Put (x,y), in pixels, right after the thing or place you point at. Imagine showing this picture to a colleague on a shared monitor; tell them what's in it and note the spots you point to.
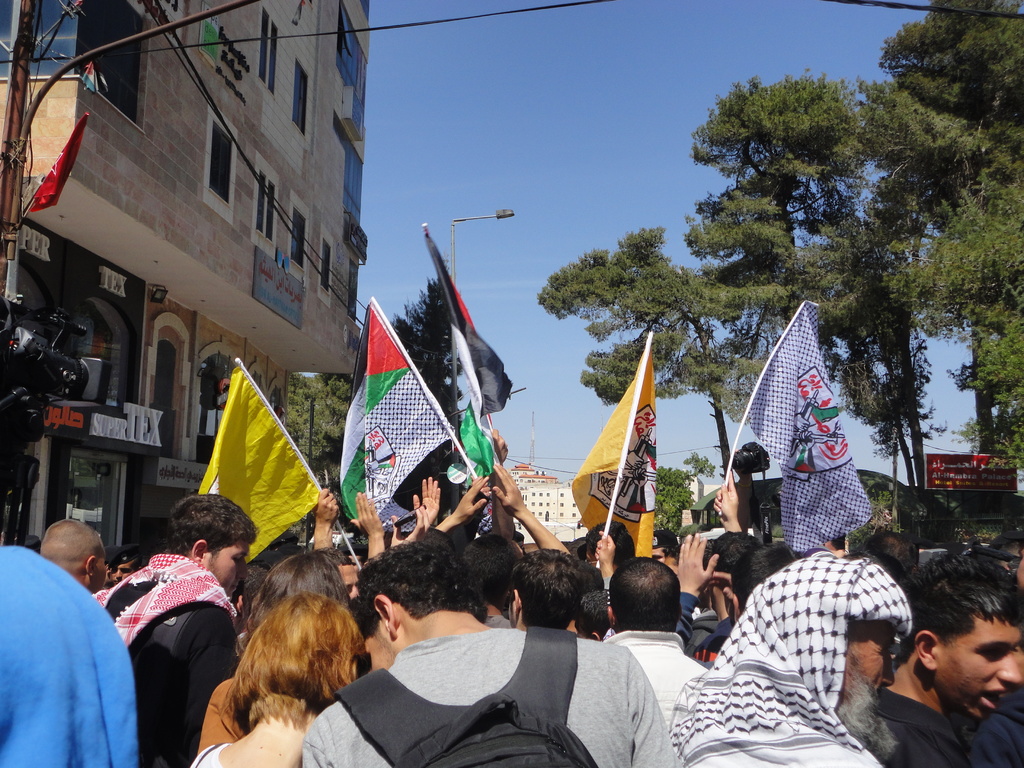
In the picture I can see group of persons (640,630) standing where few among them are holding a stick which has few flags (471,450) attached to it and there is a camera (59,316) and a building (146,257) in the left corner (202,311) and there are few trees (708,279) and buildings (531,477) in the background (731,329).
